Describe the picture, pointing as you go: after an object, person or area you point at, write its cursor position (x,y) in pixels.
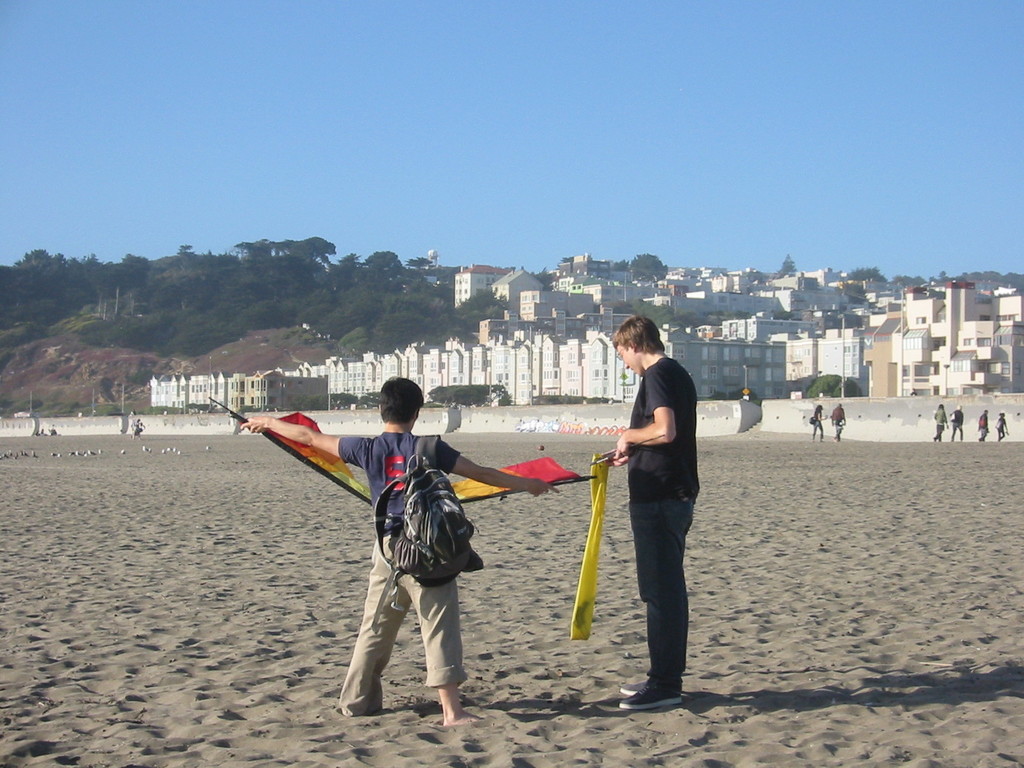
In this picture I can see few people (838,441) walking and I can see a boy (452,585) wore a bag (452,543) and he is holding a kite (338,477) and I can see another man (645,517) on the side and looks like a kite tail (605,480) in his hand (627,458) and I can see a blue sky (500,199).
